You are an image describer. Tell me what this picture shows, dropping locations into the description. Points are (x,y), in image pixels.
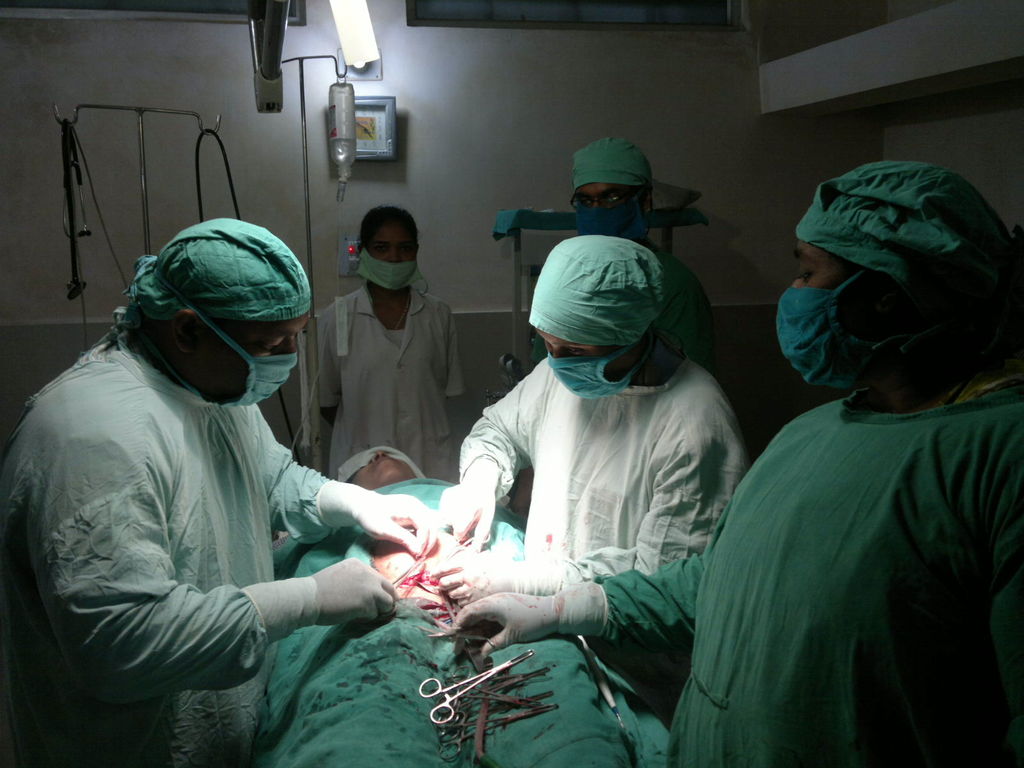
In this picture we can see a group of people (131,401) standing and a person (414,579) is lying on an object (369,691). On the person (402,695) there are scissors (467,709). Behind the people (269,460), there are stands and a saline bottle (339,123). There is a frame (377,148) attached to a wall (327,88). At the top of the image (341,27), there is light (354,26).
